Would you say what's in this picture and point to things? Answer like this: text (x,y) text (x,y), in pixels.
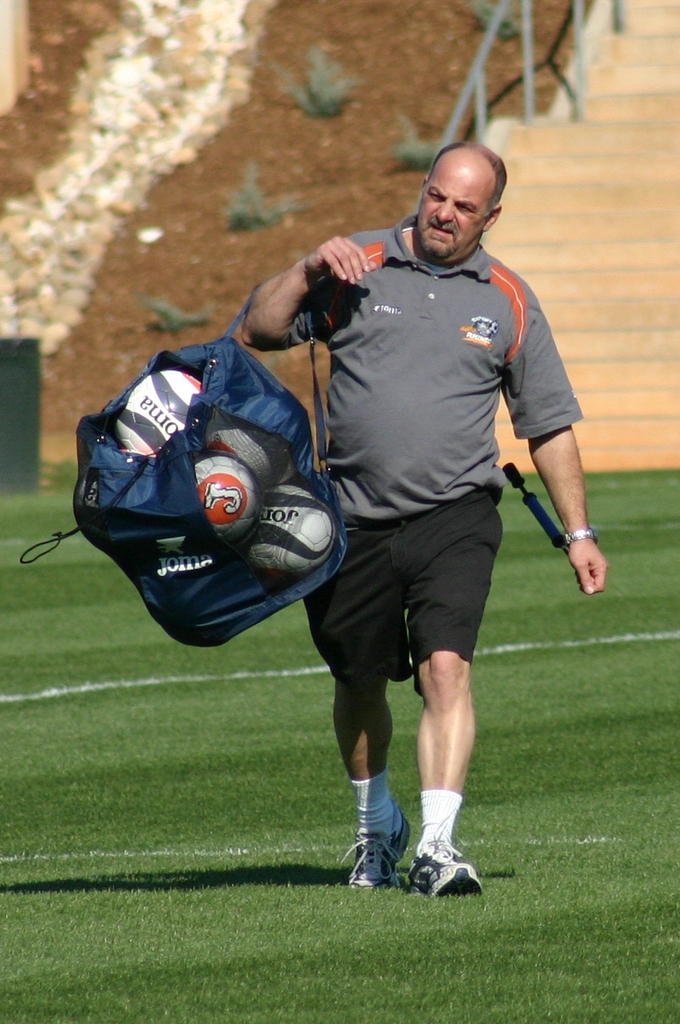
In this picture we can see a man (435,566) is walking and carrying a bag (343,525), there are some balls (223,485) in the bag (179,453), at the bottom (561,909) there is grass (332,877), we can see plants (264,211), soil (344,57) and stairs (621,286) in the background (277,171).
